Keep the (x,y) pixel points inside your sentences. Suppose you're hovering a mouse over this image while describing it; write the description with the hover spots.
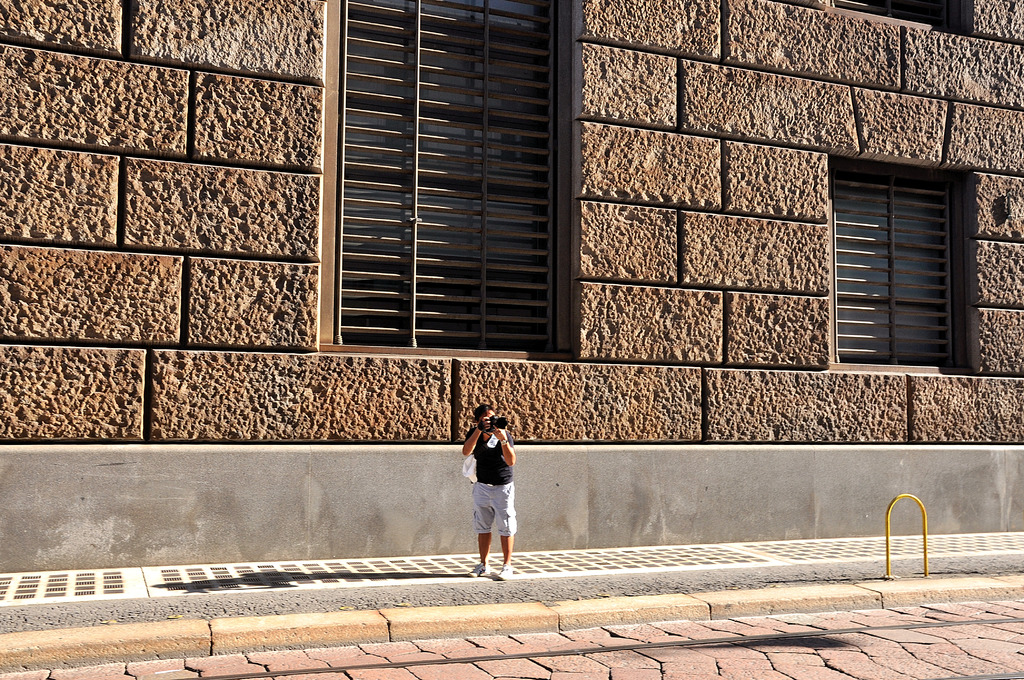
In this picture we can see a person (494,490) is standing and holding a camera (498,427), in the background (616,323) there are windows (921,302) and a wall (752,251).
